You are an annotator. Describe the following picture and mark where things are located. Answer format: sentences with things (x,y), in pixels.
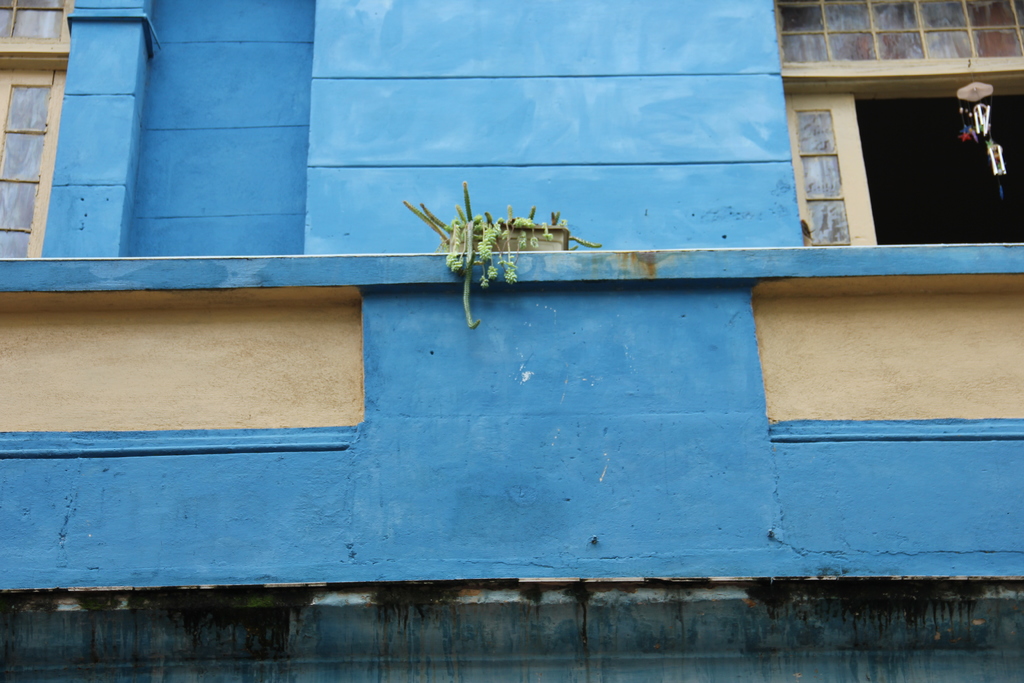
In this image we can see blue color wall (218,468) with windows (41,77). In the middle of the image (472,255) one plant (489,240) is there.
